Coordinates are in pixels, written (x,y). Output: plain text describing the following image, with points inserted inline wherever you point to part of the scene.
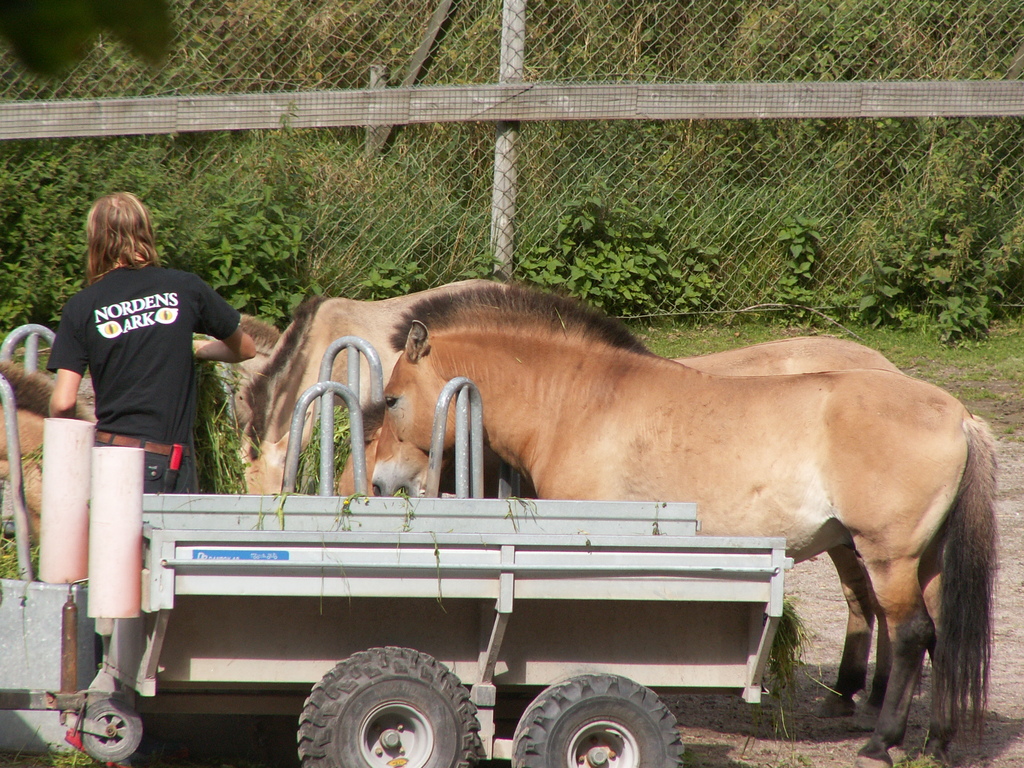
In this image, we can see a trolley (375,583) and there are some horse (485,378) standing and at the left side (109,366) there is a person (109,380) standing and holding grass (214,391), there is a fence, in the background (649,221) there are some green color plants (493,56) and trees (25,230).
